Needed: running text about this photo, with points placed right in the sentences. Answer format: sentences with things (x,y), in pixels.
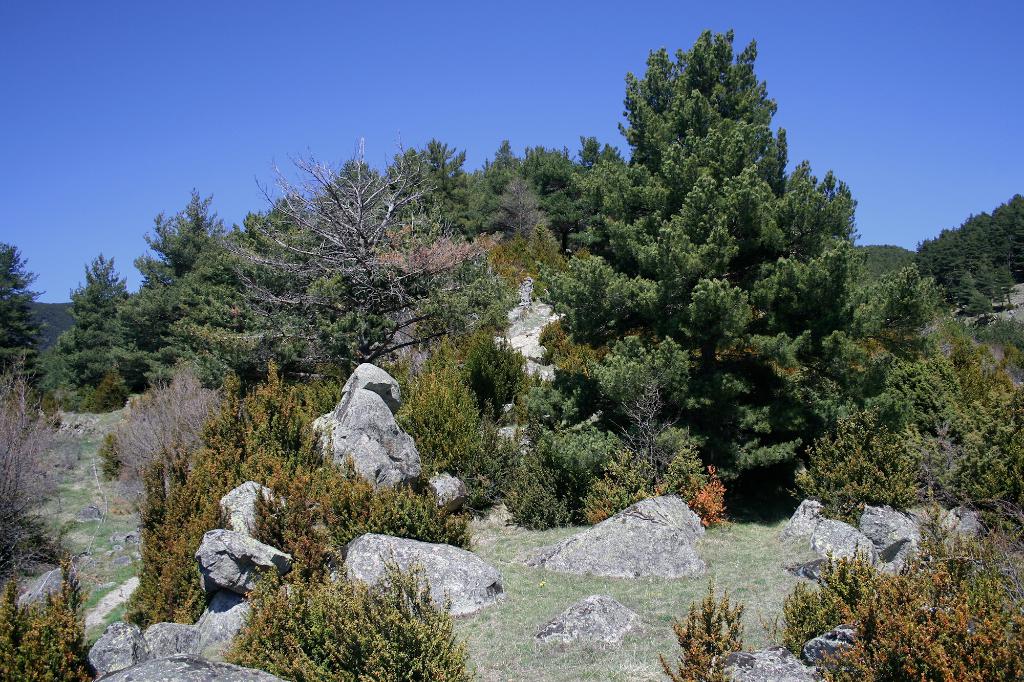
In this image there are rocks (386,557), plants (462,410), trees (507,231) and grass (557,584) on the ground (519,623). In the background (59,310) there are mountains (44,309). At the top (358,72) there is the sky (358,49).
